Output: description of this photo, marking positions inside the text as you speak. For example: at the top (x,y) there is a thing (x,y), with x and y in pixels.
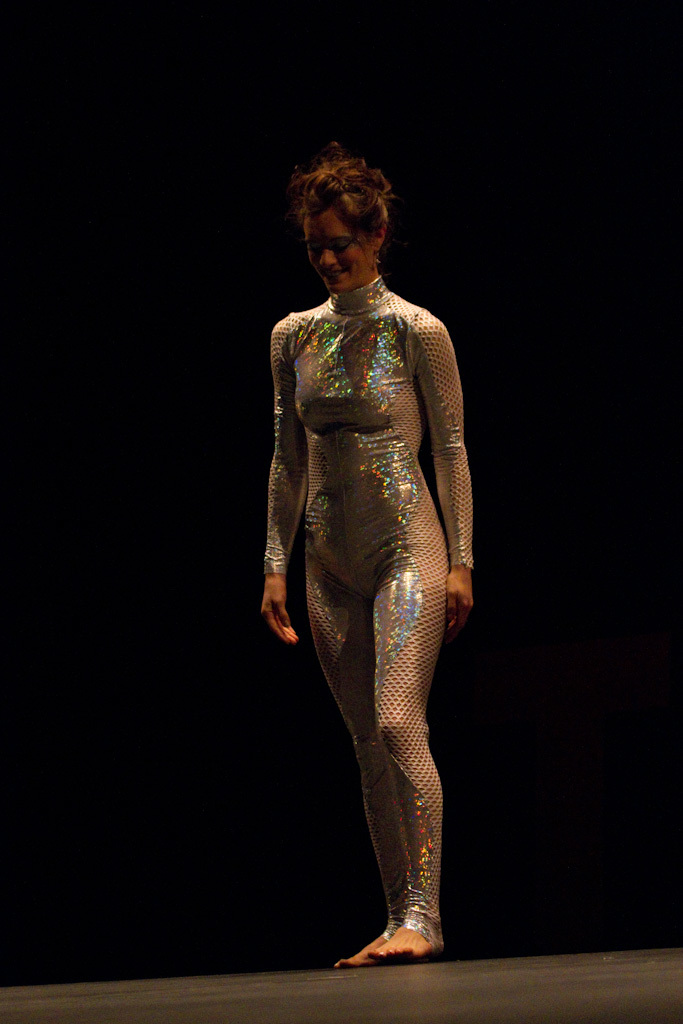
In this image we can see a woman (429,663) wearing a costume (382,610) standing on the surface (310,992). The background of the image (679,803) is black in color.
